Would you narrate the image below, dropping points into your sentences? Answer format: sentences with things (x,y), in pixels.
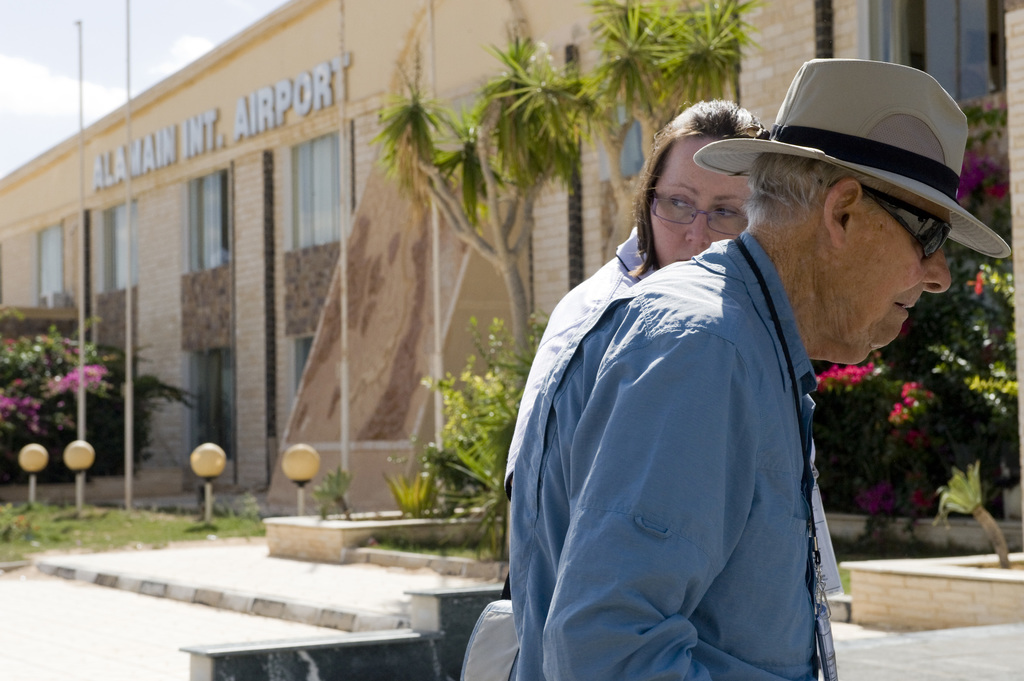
In this image I can see two persons (798,345). In the background (875,371) I can see plants (445,389), trees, light poles (202,457) and a building (212,217). On the top left (19,47) I can see the sky (126,81). This image is taken near the airport station (230,453).
